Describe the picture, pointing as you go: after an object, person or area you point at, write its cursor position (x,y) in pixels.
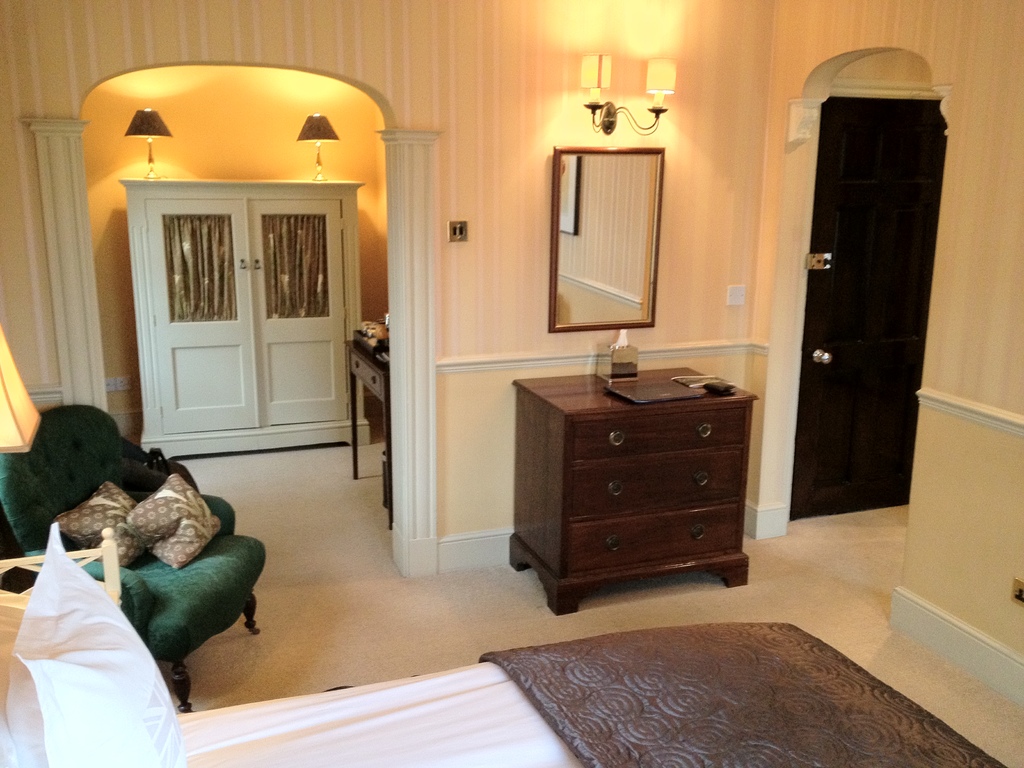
In a picture a bed room (442,505) is present in which there is a bed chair (196,556) on the chair (203,574) there are cushions (184,525) table (658,466) on the wall (705,262) there is a mirror (655,160) near the mirror (607,193) there are lights (611,120) there is a cup board (221,240) there are lamps (318,144).
